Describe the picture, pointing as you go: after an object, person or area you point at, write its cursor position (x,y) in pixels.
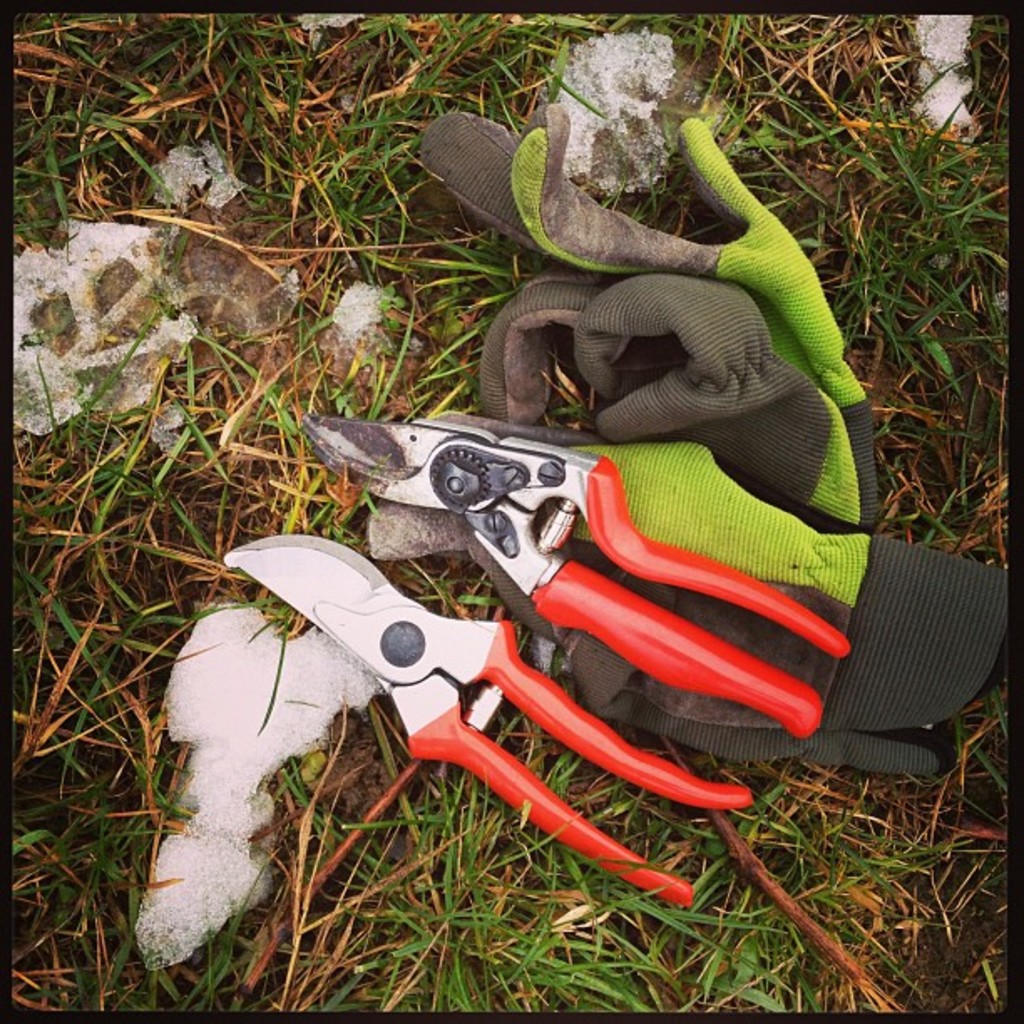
In this image I can see few gloves (770,450) and few cutting-pliers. I can see the grass (220,403).
